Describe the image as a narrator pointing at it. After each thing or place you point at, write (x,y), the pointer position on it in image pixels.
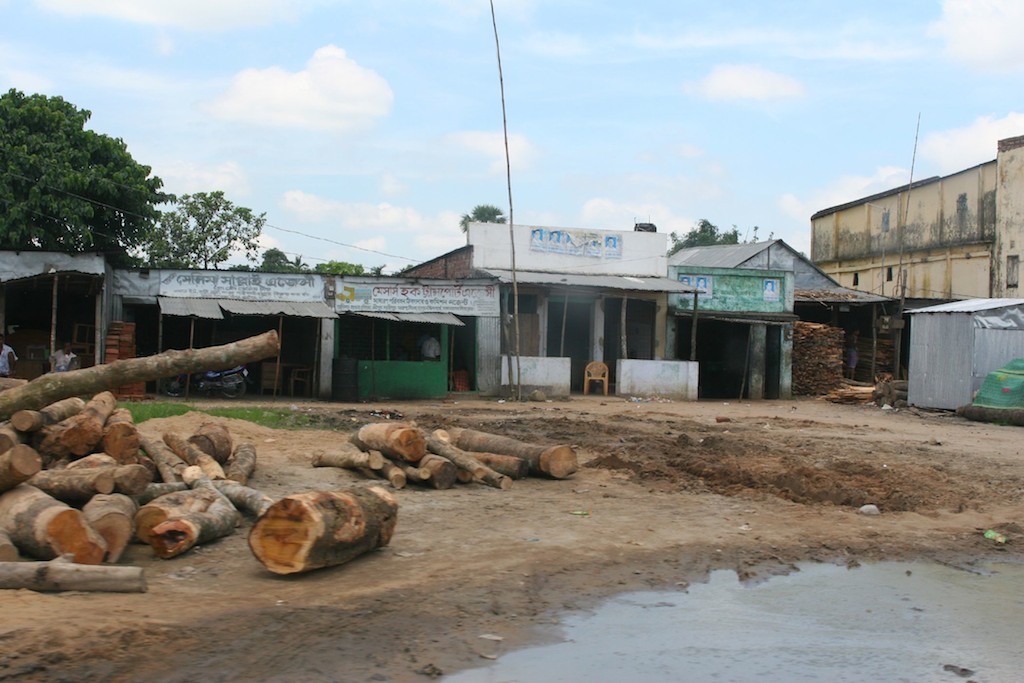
This picture is clicked outside. In the foreground (17,510) we can see the trunks (112,498) of the trees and we can see some portion of green grass (276,419) and water (885,616). In the center (615,336) we can see the houses (532,292) and we can see the text (254,284) and some pictures (577,236) on the boards (369,293) and there are some objects (1005,372) placed on the ground (498,499) and we can see the group of persons (13,359). In the background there is a sky (329,95) and we can see the trees (80,139).
